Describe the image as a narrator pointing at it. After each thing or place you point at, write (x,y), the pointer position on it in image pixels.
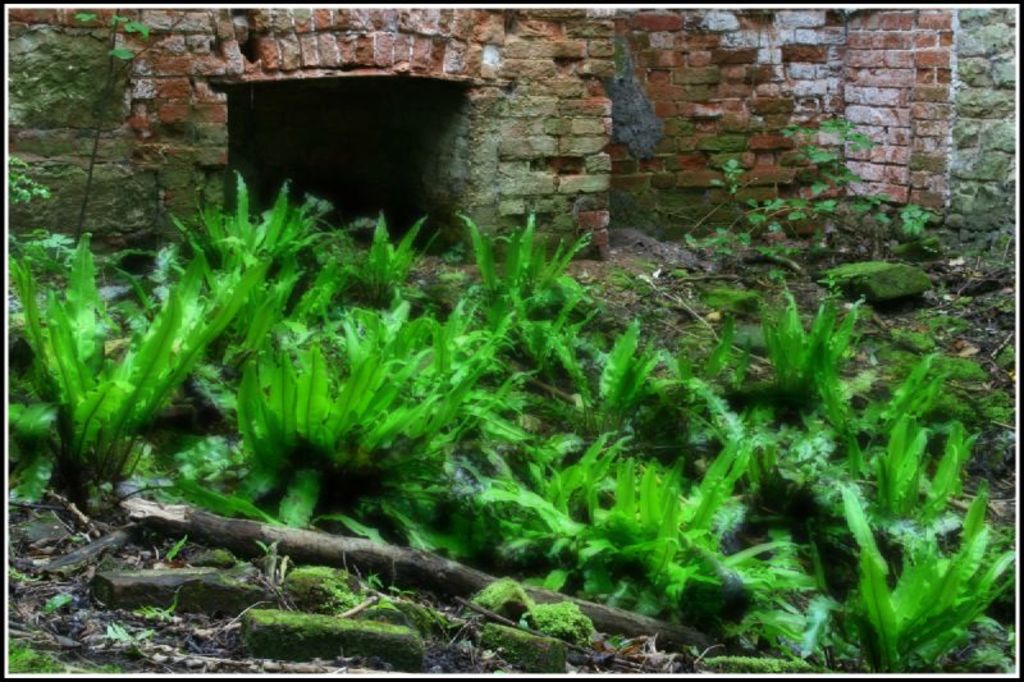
In the picture there is a brick wall (526,129) and front of the wall (100,184) there are few plants (299,474) and mud (856,343).
